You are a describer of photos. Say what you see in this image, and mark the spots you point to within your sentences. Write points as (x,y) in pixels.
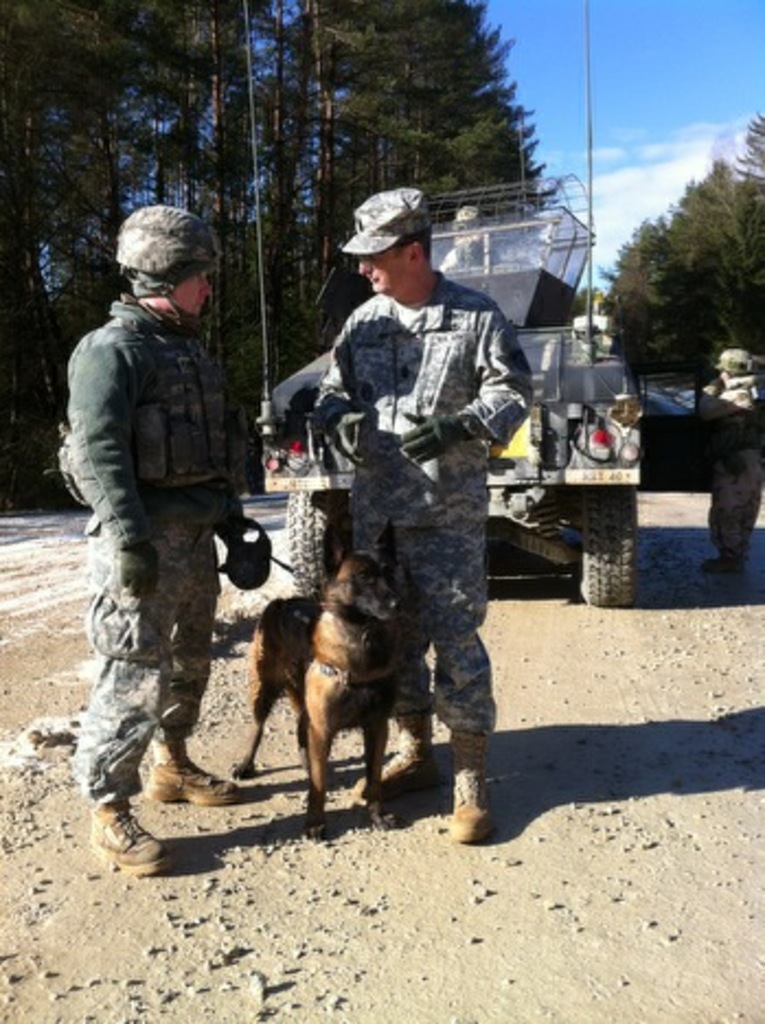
In the image there are two mens (408,421) in middle (357,663) there is a dog (352,642). In background (578,419) we can see a van (588,419), trees (710,228) and sky (627,91) is on top (658,101).
